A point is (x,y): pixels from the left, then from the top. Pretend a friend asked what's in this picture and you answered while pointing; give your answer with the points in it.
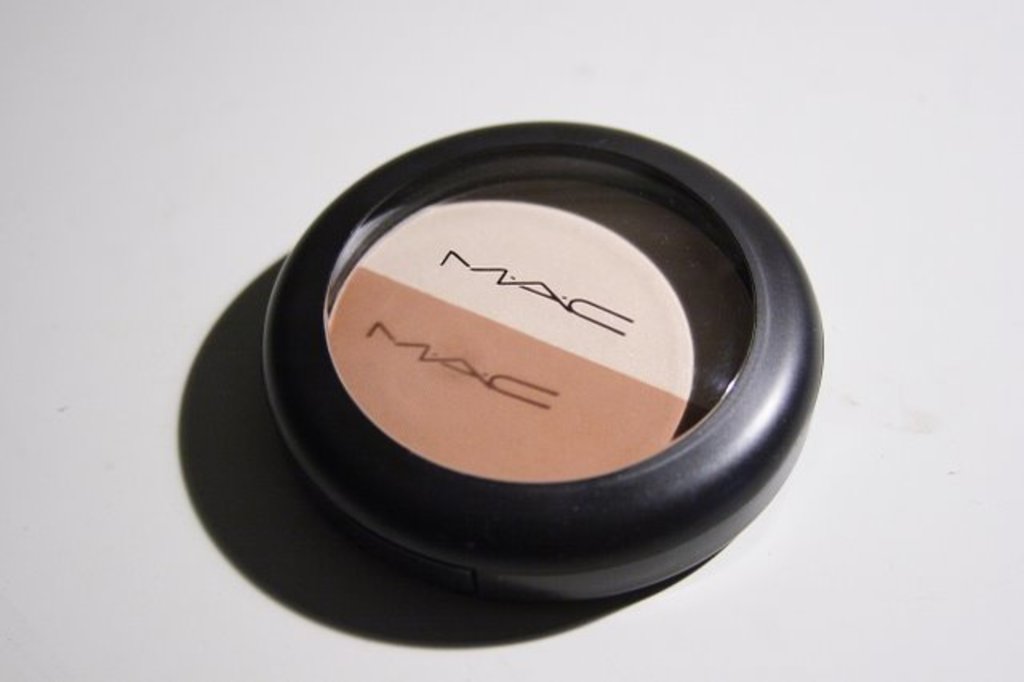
On this white surface (106,325) we can see a MAC product (604,485), it is in circular shape.
